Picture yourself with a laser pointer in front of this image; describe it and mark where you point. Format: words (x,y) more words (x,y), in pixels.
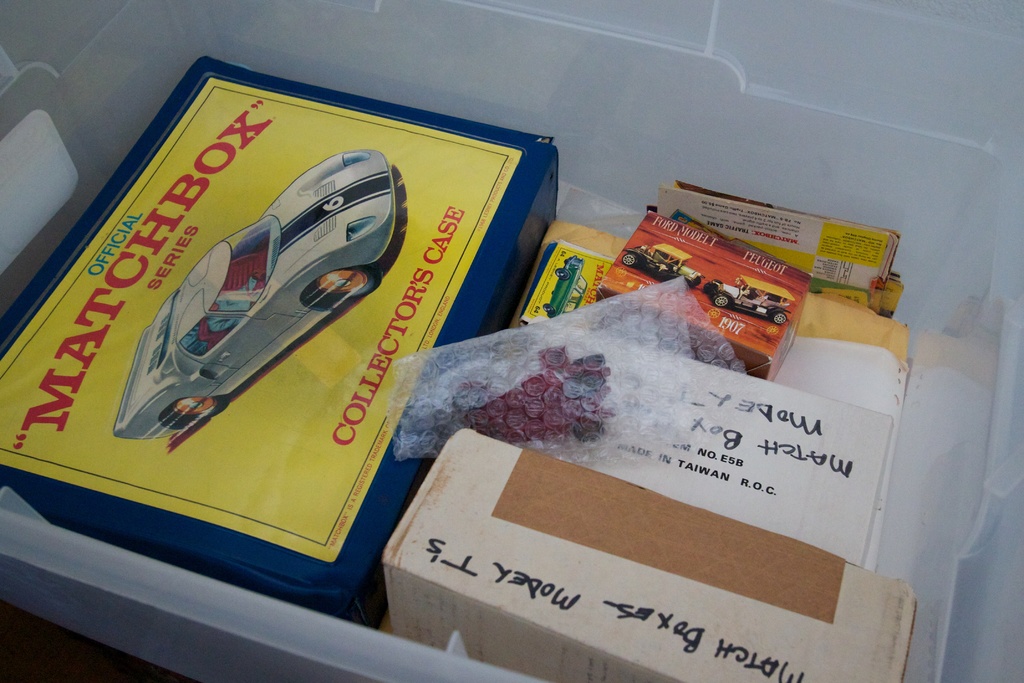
In this image we can see cartons (431,500) and a cover (529,386) placed in the box (460,656).
